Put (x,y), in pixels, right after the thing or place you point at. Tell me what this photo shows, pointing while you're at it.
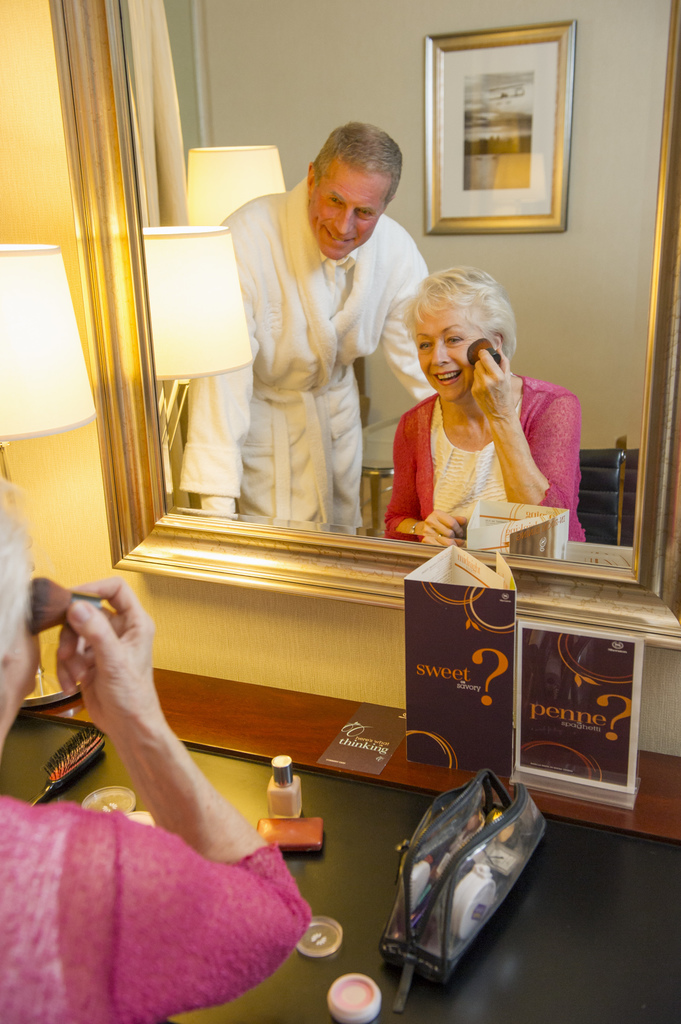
In the bottom left (90,970) there is a woman (36,952) wearing pink color dress (141,911). In front of this woman (256,914) there is a table (381,898) on which a bag (422,836), brush (81,751) and some other objects (286,842) are placed. At the top (252,324) there is a mirror (286,243) attached to the wall (50,174). In the mirror (442,389), I can see this woman (429,476) is smiling and beside her there is a man (290,393) standing, smiling and looking at the mirror (263,367). Beside the mirror (290,465) there is a lamp (37,386). In the background (517,154) there is a frame (505,111) attached to the wall (300,53).
